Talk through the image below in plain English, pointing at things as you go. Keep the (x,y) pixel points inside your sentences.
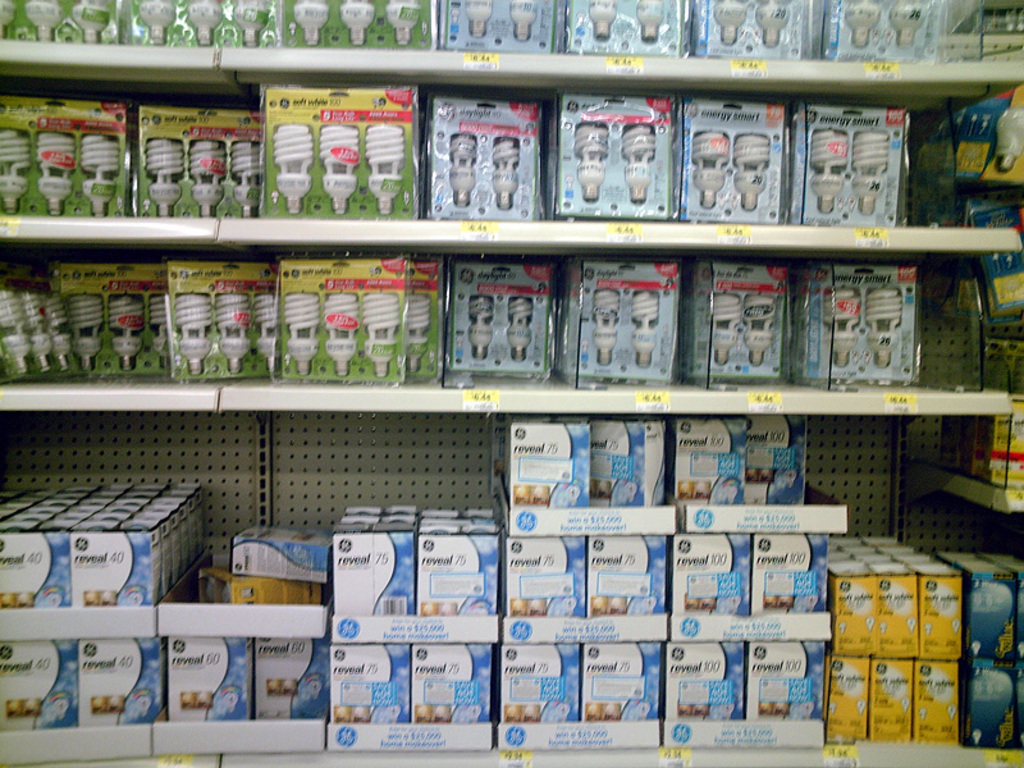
In this picture there are many bulbs (476,321) placed in shelves (286,388).
